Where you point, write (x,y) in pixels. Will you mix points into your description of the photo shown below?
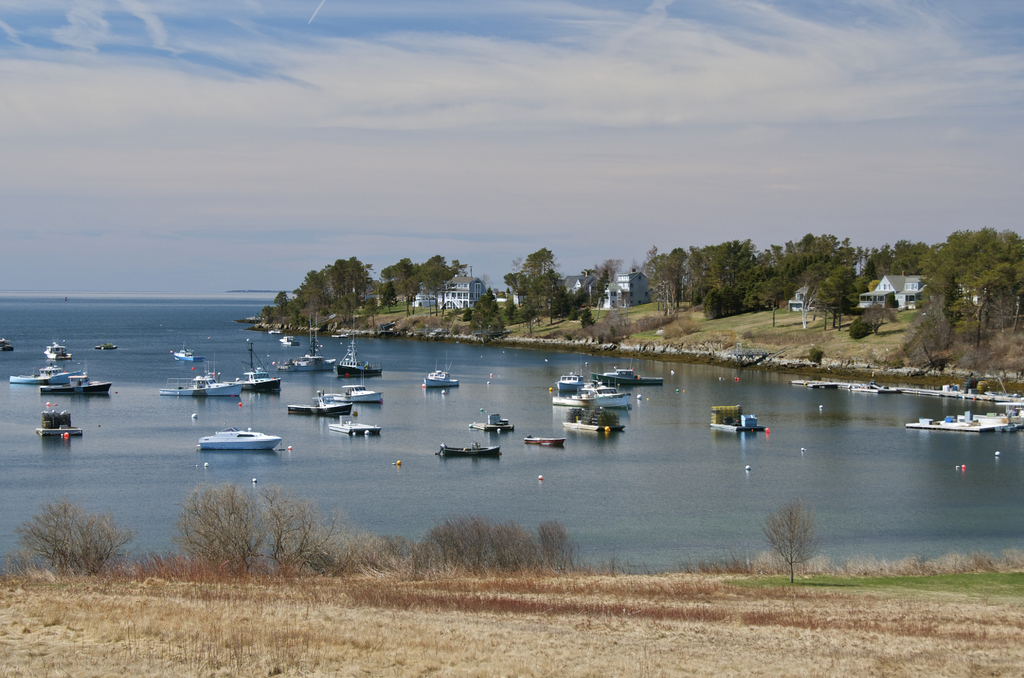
In this picture we can see many boats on the water (240,481). On the right (939,265) background (924,293) i can see many trees (1016,305), plants (871,326) and buildings (907,303). In the background (147,317) there is an ocean (59,299). At the bottom (927,608) i can see the grass (532,570). At the top (449,65) i can see the sky (472,123) and clouds (341,137).
